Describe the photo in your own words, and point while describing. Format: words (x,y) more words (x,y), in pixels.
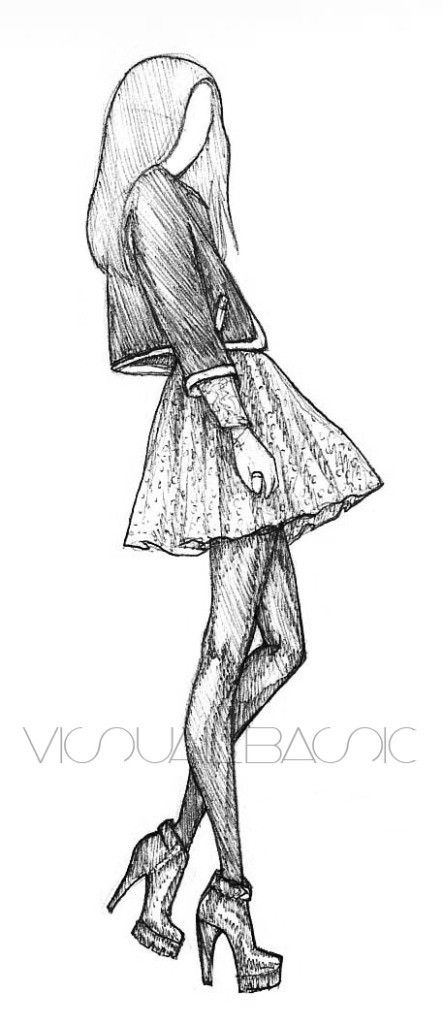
This picture is consists a sketch of a girl (257,619).
